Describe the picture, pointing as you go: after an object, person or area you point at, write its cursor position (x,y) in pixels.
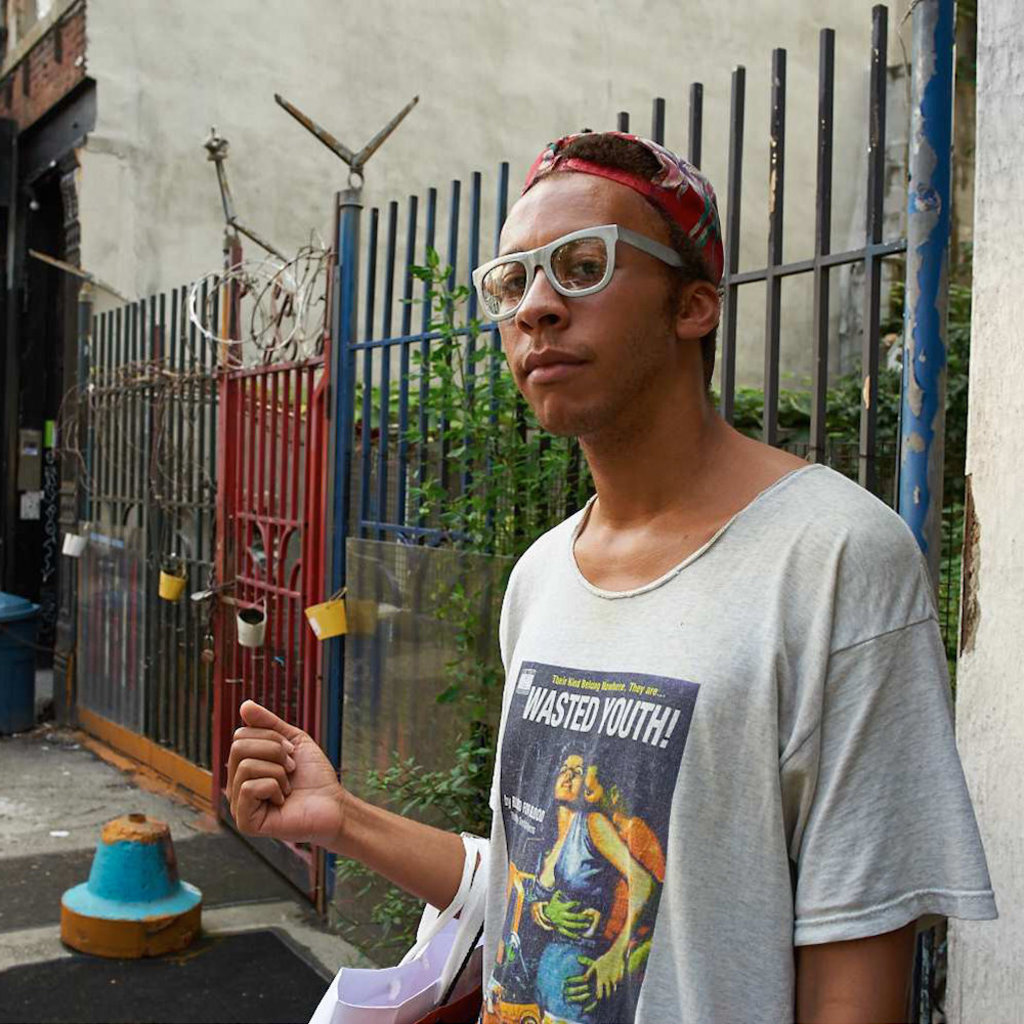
In this picture we can see the wall (865,201) and fence (202,406) in different colors. We can see plants (492,489). On the right side of the picture (901,593) we can see a person (714,235) wearing a t-shirt (870,546), goggles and a cap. We can see a white bag (421,972) on his hand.
